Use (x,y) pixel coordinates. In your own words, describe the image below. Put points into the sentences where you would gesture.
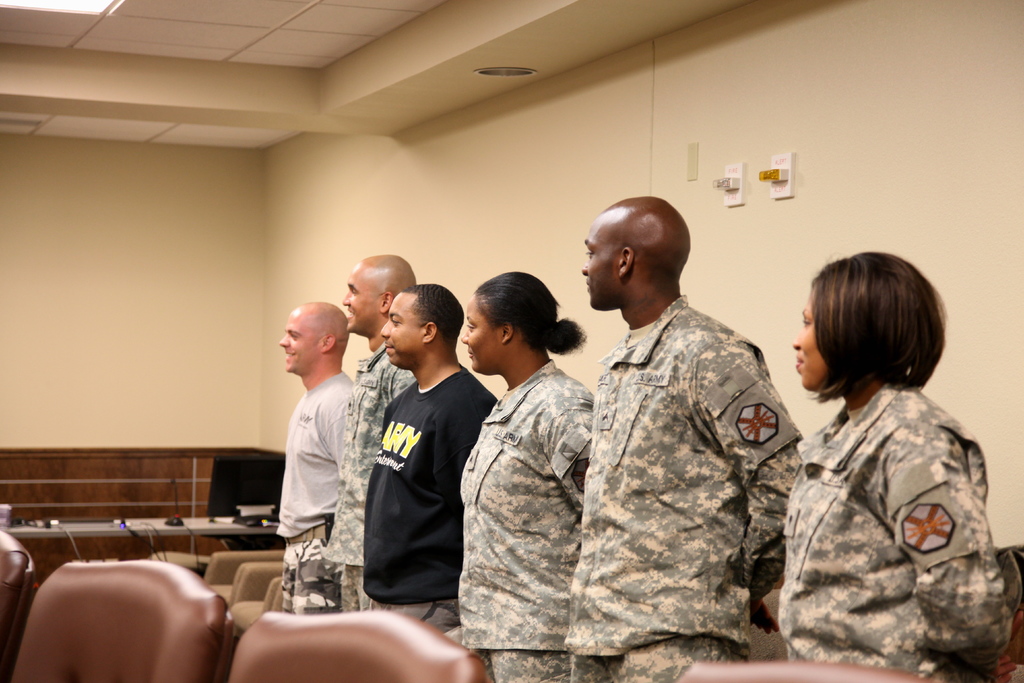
In this picture we can see a group of people (450,473), here we can see a monitor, mouse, tables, chairs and some objects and in the background (960,18) we can see a wall (957,35) and a roof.
